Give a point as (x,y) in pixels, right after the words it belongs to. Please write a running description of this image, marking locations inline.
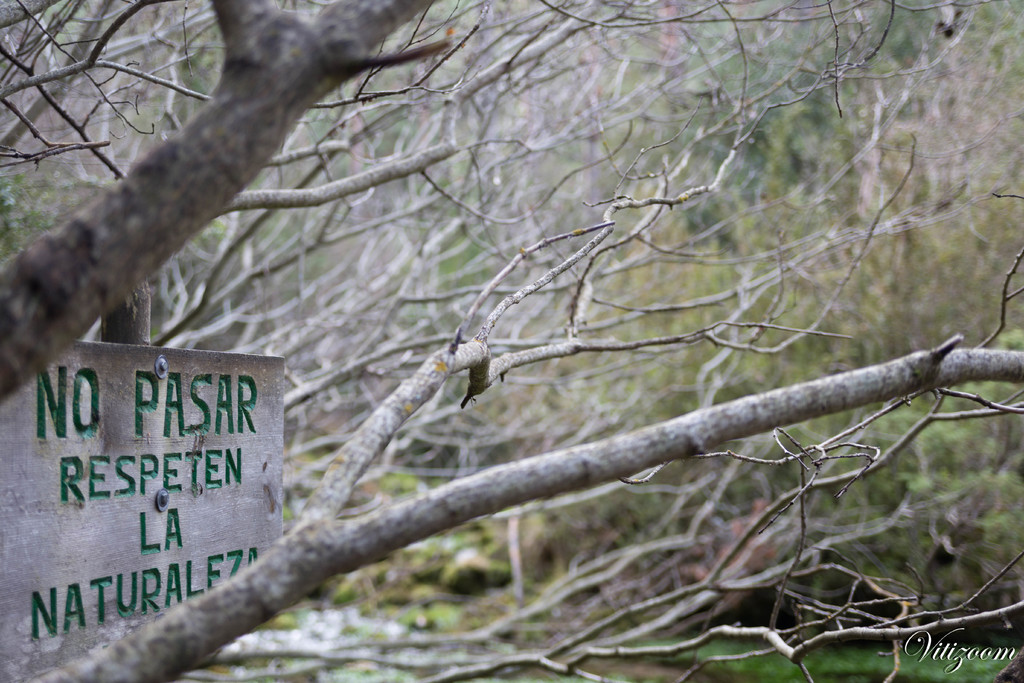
In this image we can see an information board (168,454), trees (766,372) and ground (856,655).
